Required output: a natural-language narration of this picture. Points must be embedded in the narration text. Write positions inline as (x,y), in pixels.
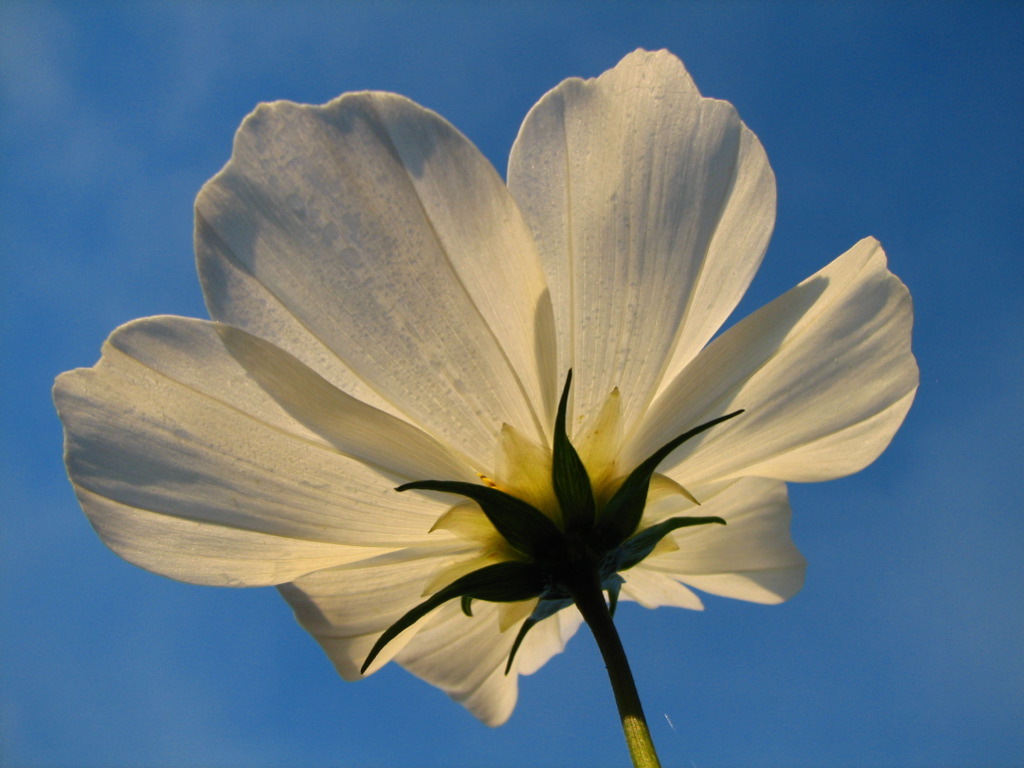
In this image we can see a flower (525,268), and the sky (928,229).
